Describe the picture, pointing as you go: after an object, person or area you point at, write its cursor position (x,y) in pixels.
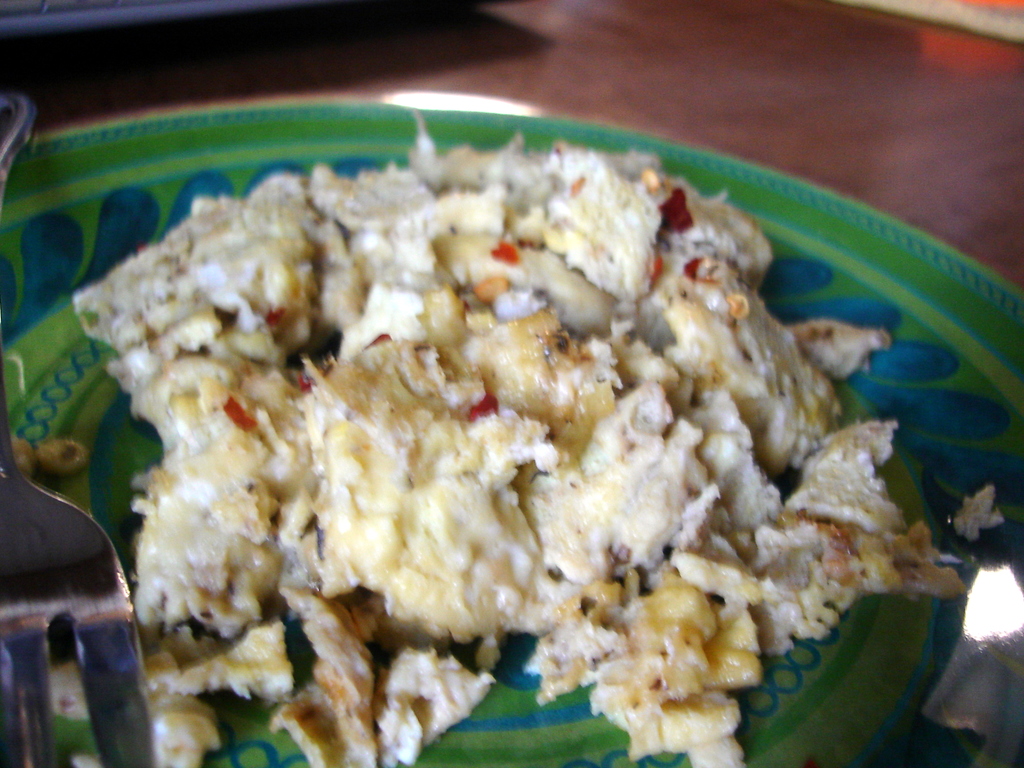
In this image there is a plate (991,394) towards the bottom of the image (754,635), there is food (387,373) on the plate (824,737), there is a fork (58,549) towards the left of the image (12,514), there is a wooden object (690,97) that looks like a table (679,85), there is an object (30,17) towards the top of the image (279,27).
